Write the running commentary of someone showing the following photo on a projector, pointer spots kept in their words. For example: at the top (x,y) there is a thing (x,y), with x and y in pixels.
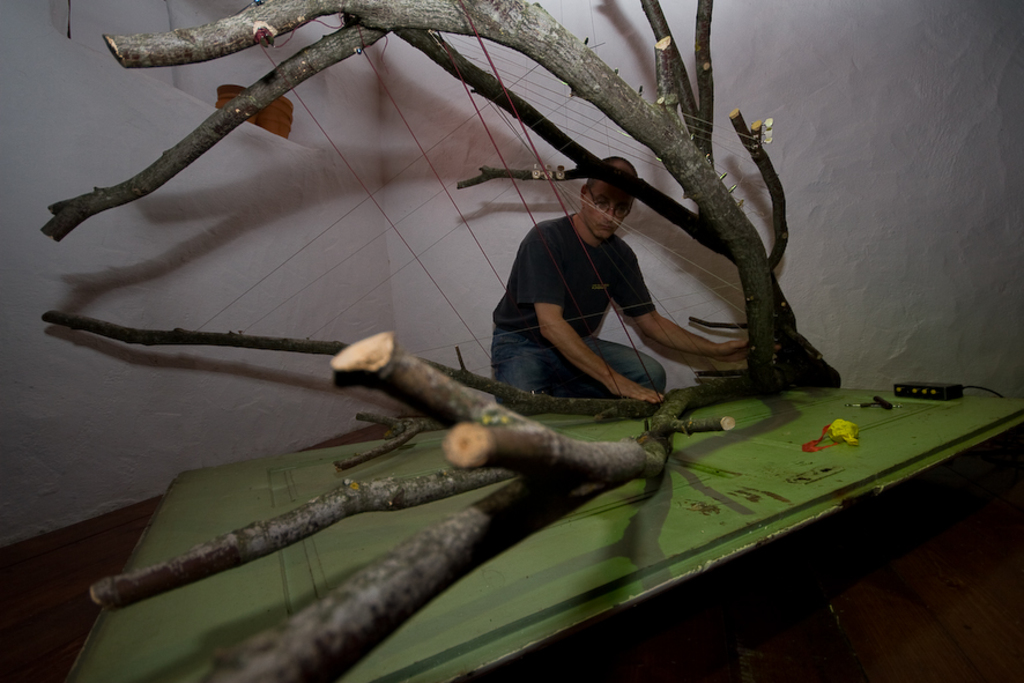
In the middle of this image (425,376), there is a tree (712,189) having branches (640,121) and having tied with threads (535,66). Beside this tree (758,317), there is a person (568,242). In front of this person (554,327), there is a green color wooden surface (536,580), on which there are some objects (844,438). In the background (305,442), there is a white wall (344,424).
